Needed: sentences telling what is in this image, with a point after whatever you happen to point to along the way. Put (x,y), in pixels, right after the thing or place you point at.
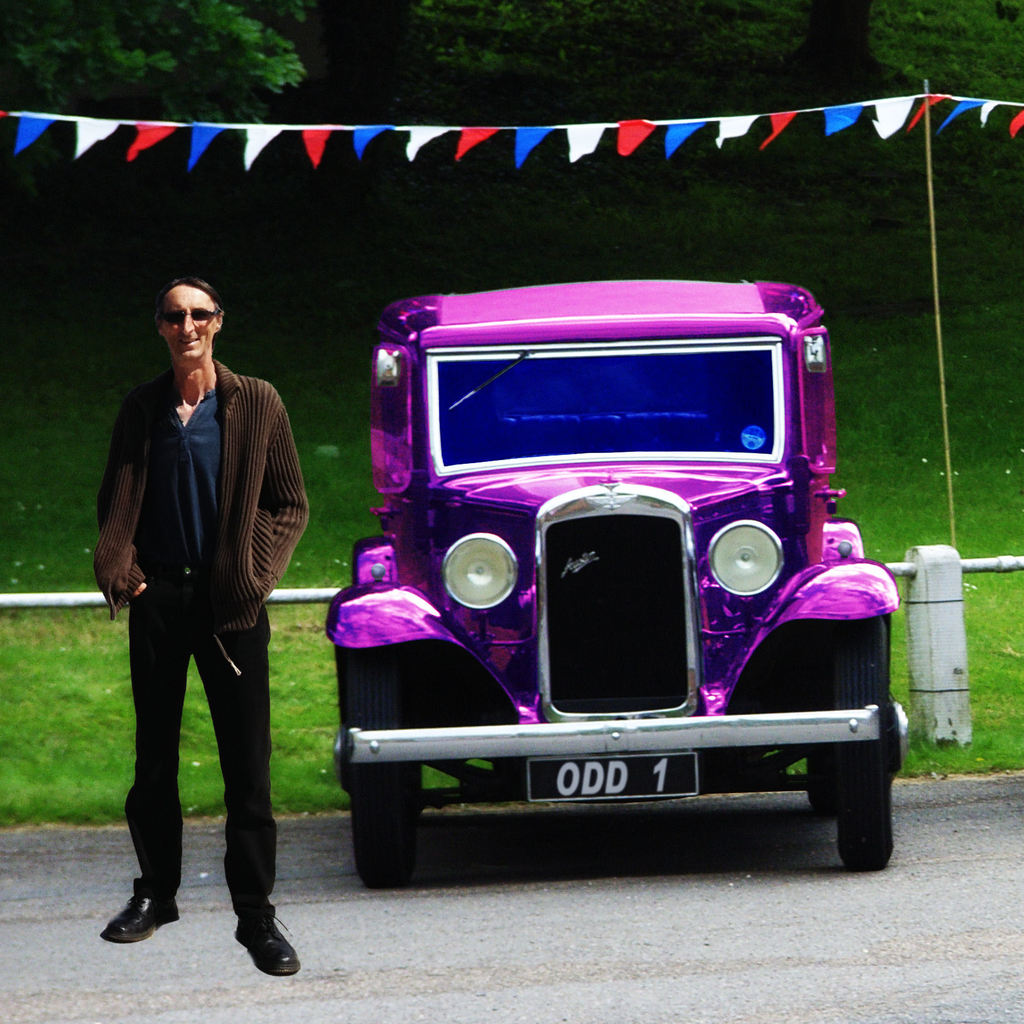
In this image I can see person (164,806) standing to the side of the vehicle (471,775). In the background (304,643) I can see the fence (289,597), grass (68,386) and the white, red and blue color flags (456,152). I can see many trees (633,10) in the back (407,38).
